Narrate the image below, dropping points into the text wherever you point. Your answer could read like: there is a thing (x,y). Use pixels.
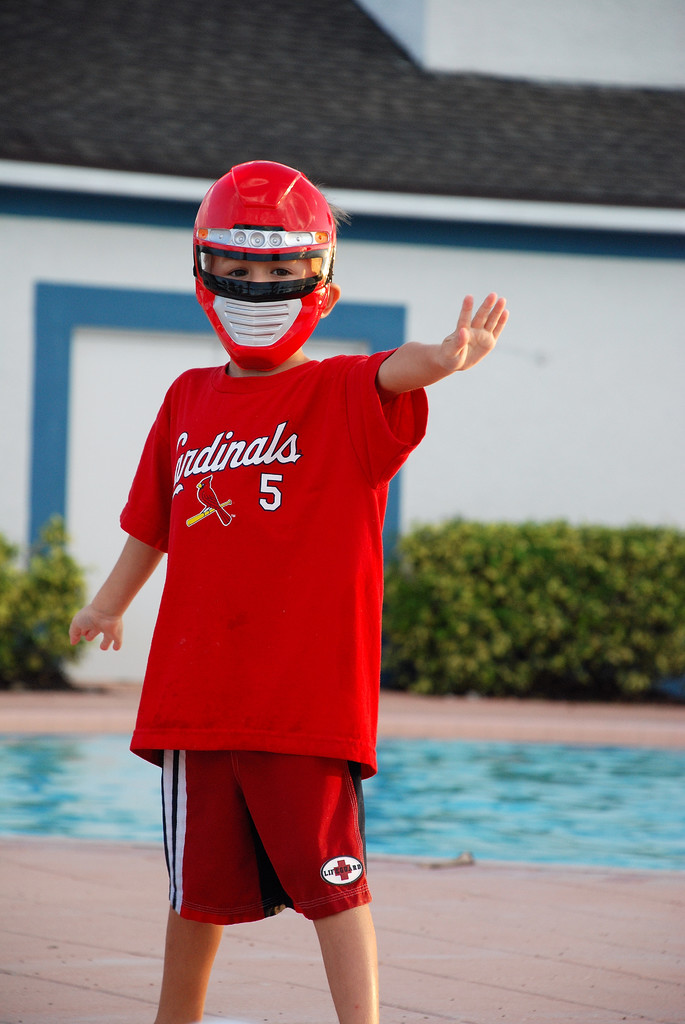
In the center of the image (307,364) there is a boy (320,440) wearing a helmet (274,313). In the background of the image (73,392) there is a house (73,392). There is a swimming pool (437,805). At the bottom of the image (503,978) there is floor (466,954).
